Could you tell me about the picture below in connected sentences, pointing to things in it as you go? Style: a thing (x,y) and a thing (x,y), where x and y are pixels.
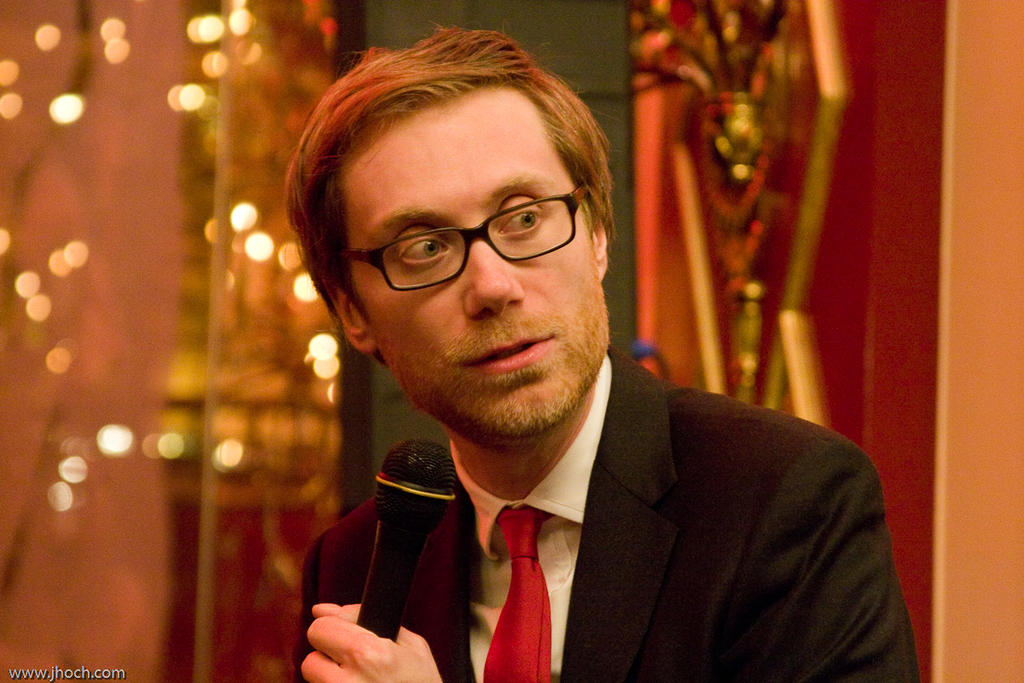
In this picture we can see a man (326,665) who is holding a mike (406,563) with his hand (392,662). He has spectacles (435,278) and he is in black suit (678,572). On the background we can see lights (243,17).
